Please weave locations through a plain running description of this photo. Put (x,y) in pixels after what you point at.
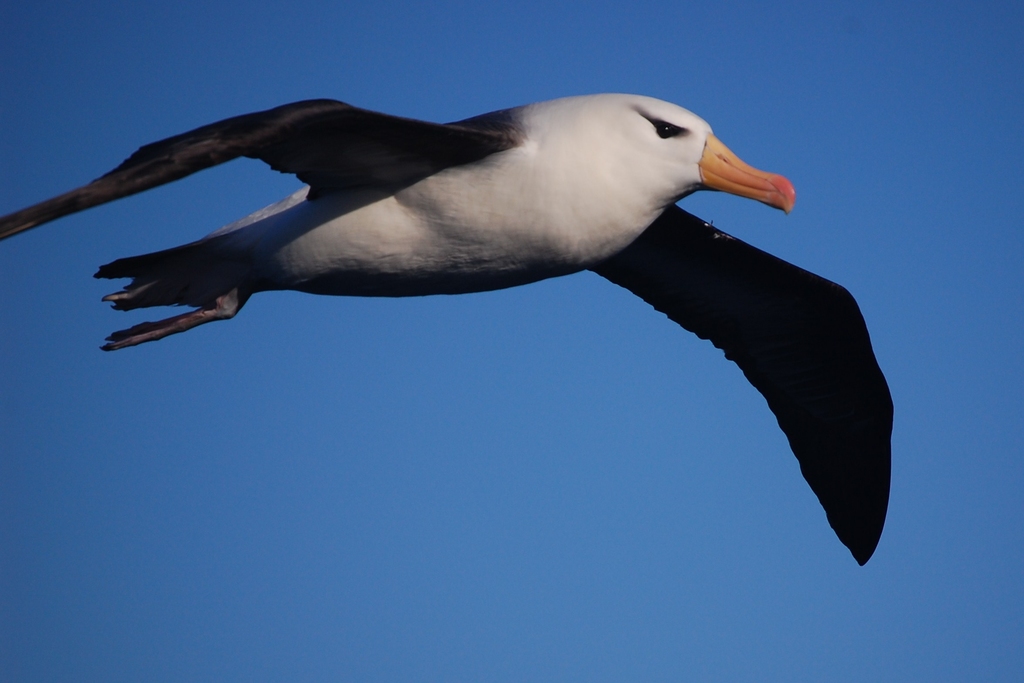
In this image we can see a bird (477,207) flying in the sky (5,583).
